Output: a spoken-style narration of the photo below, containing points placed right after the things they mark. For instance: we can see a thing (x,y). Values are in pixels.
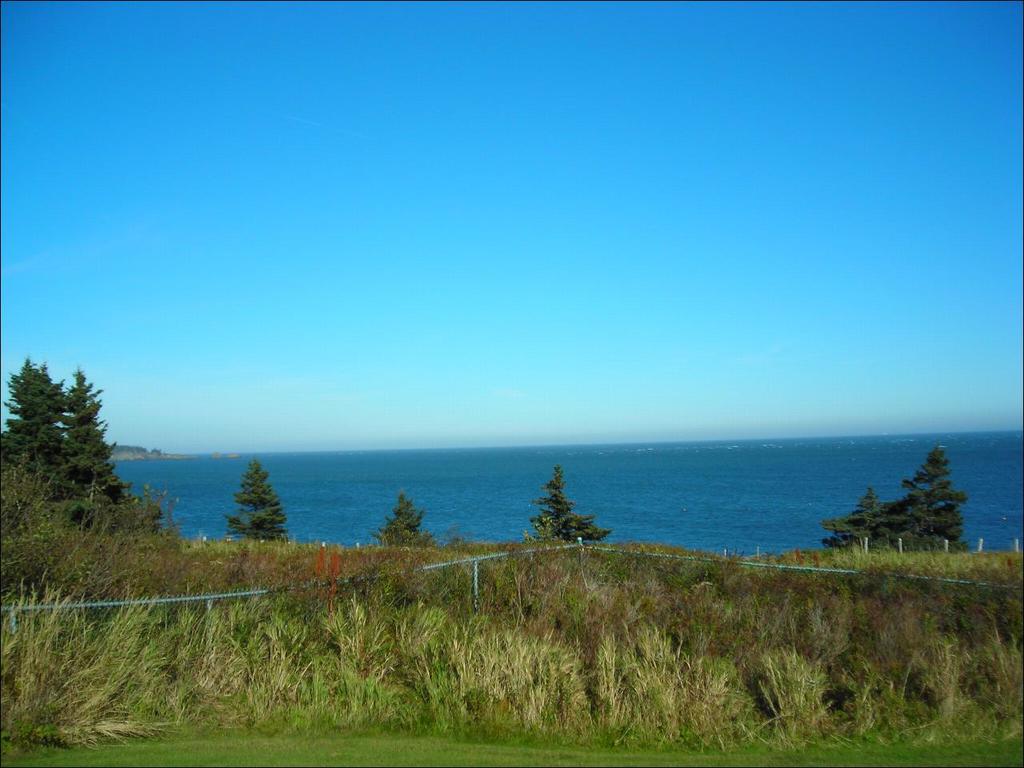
As we can see in the image there is grass (485,703), plants (146,592), trees (51,419) and water (560,457). On the top (427,94) there is sky (409,31).
